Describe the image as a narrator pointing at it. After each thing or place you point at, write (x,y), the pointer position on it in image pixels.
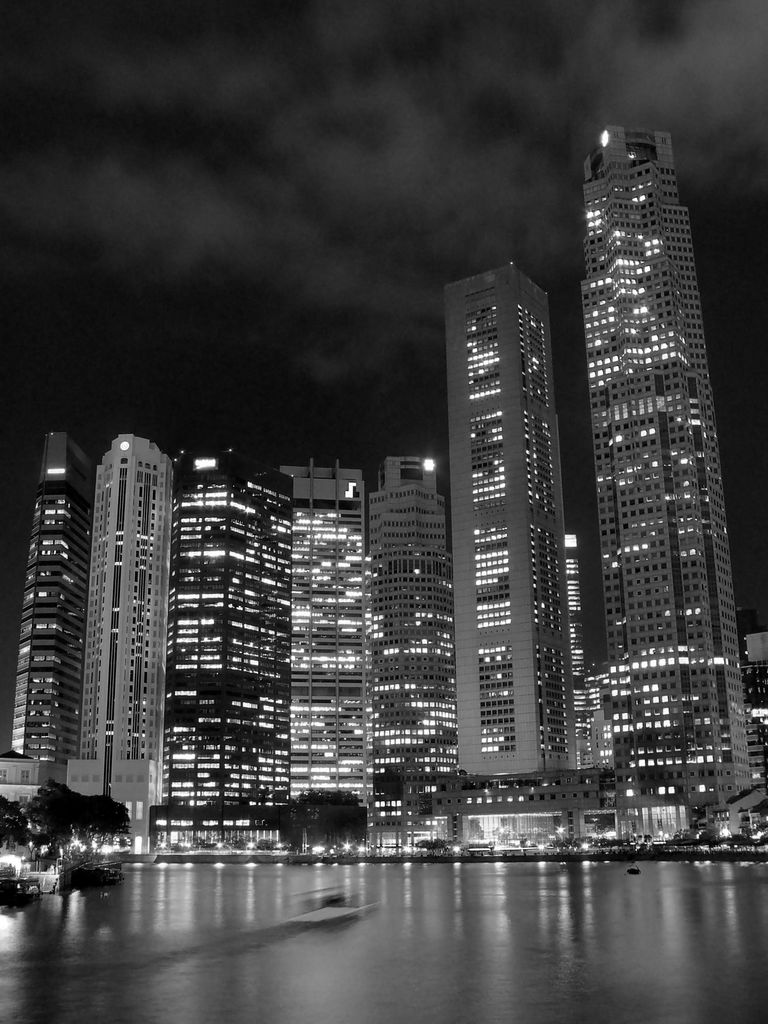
These are the very big buildings (373,566) with lights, at the top (236,185) it's a night sky (302,166).
